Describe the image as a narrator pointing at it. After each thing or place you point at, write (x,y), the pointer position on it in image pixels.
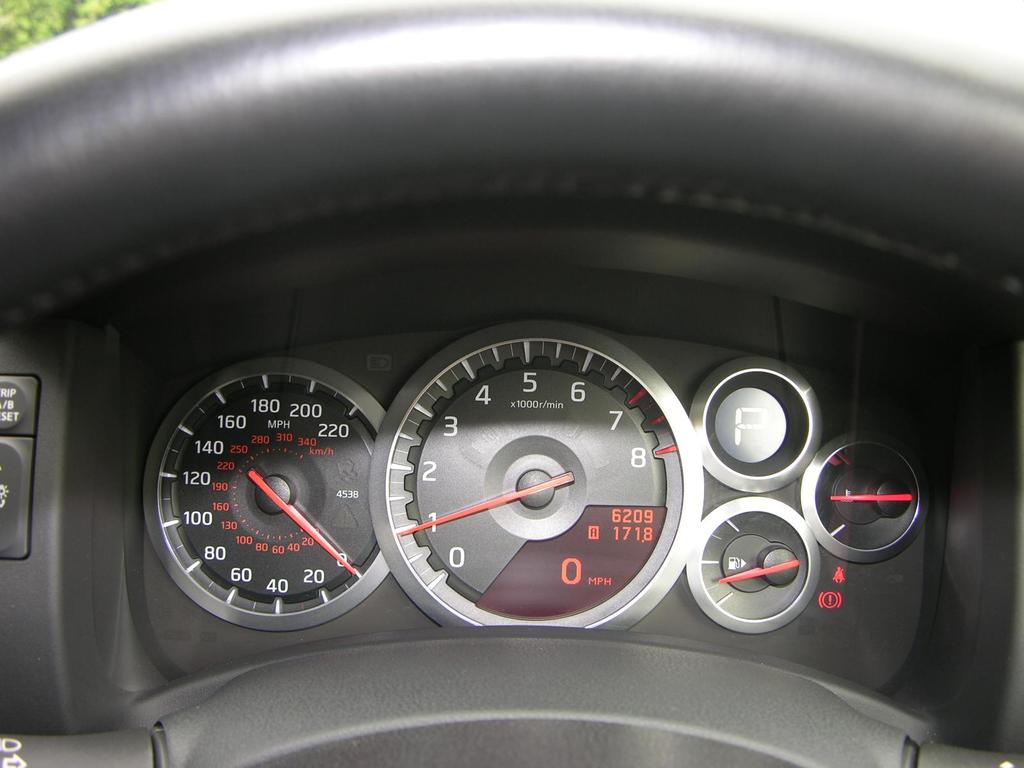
In the picture we can see a part of steering (958,165) which is black in color and under it we can see speed-o-meter (604,544) and fuel indicator meter (710,607).
